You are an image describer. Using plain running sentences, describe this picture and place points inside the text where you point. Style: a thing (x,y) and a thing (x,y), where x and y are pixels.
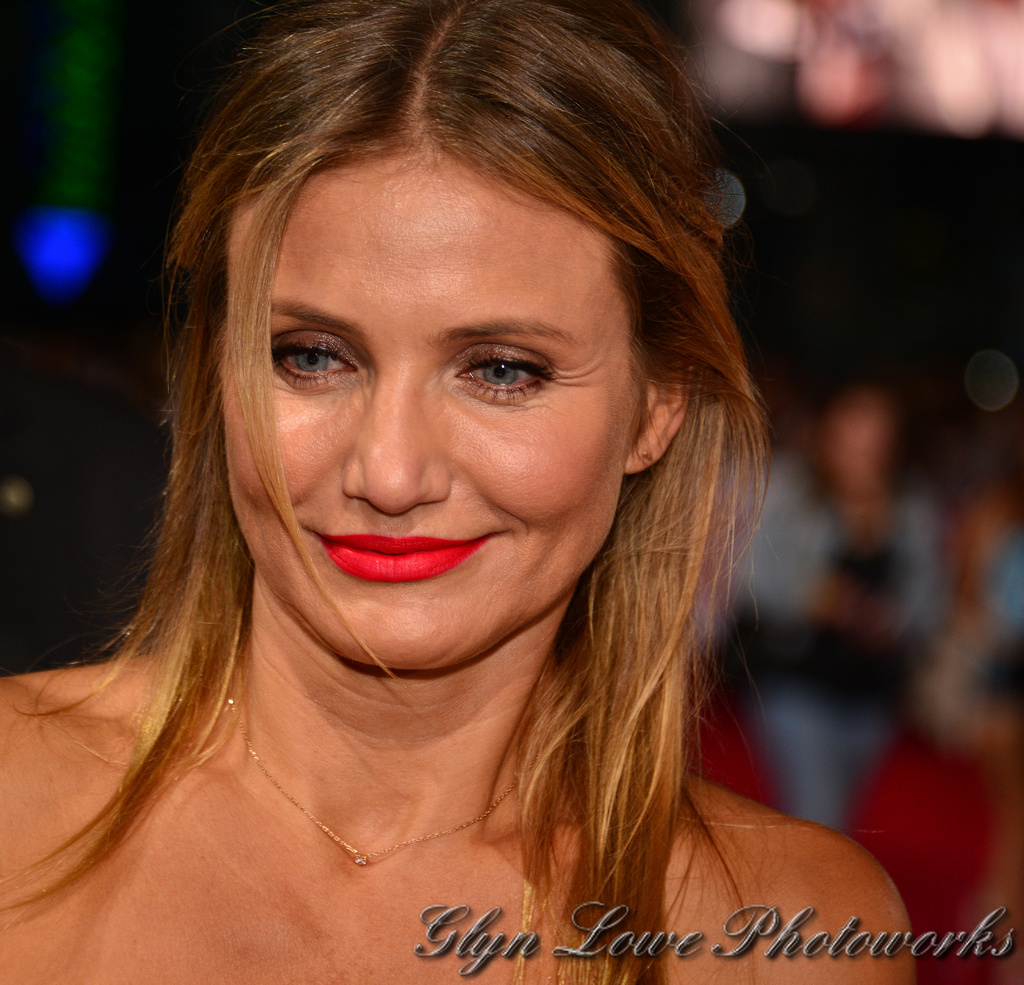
There is a woman (296,609) smiling, bottom of the image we can see the text (596,930). In the background (961,587) it is blur.
